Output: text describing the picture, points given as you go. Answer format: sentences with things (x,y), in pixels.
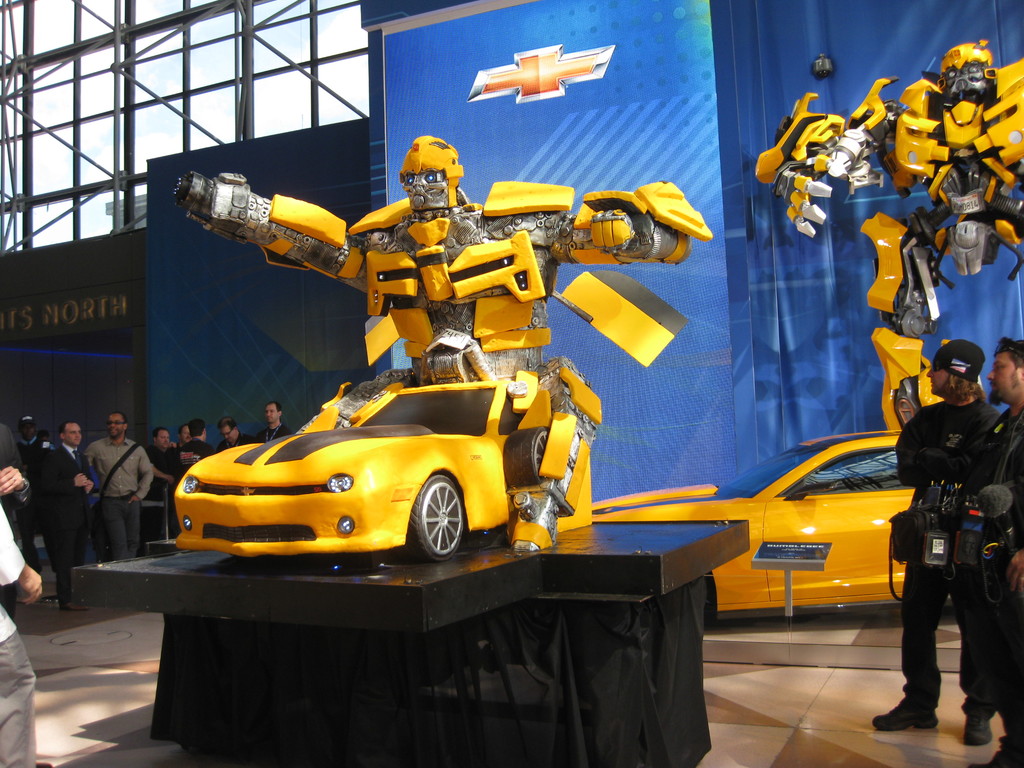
In this image, we can see sculptures (953,168) in front of the wall (730,194). There are some persons (151,466) in the bottom left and in the bottom right of the image (920,544). There are grills (267,43) in the top left of the image (240,134).
